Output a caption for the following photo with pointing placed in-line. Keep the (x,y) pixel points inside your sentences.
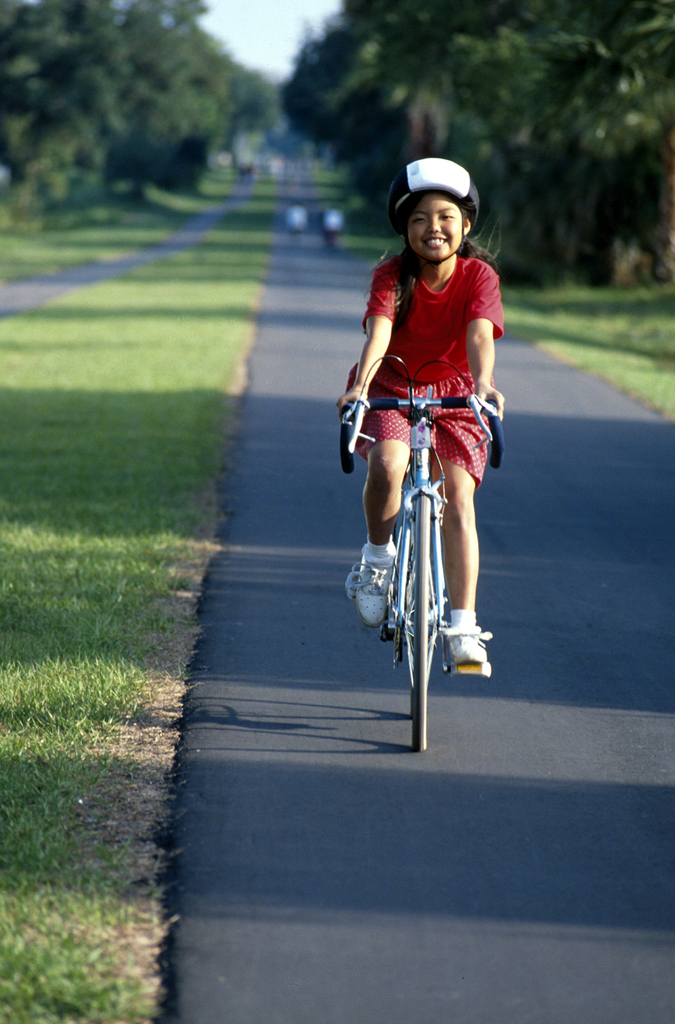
In this picture there is a girl (446,487) who is riding bicycle (417,507). This girl (423,337) is wearing red color top (436,368) and bottom (446,433) i. e. short (447,447) and she is wearing a shoe (384,603) a white colored one. She also wears a hat (439,190) and she is riding on the road (290,624). Behind the road (206,743) there is grass (179,410) present. At the background (173,94), we can see the trees (496,104) left and right of the road (204,735) and the sky (291,74) in the middle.
